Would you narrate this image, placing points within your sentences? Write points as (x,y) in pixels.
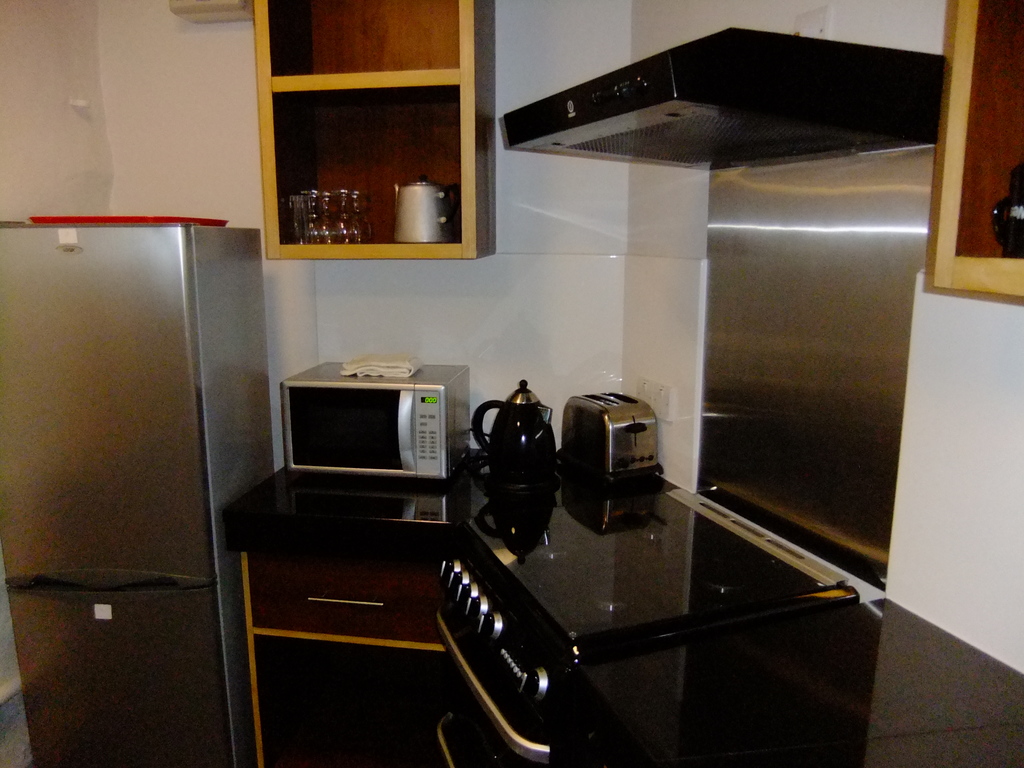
In this image we can see kettles (507,428), wall (541,324), refrigerator (72,625), glass objects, shelves (484,106) and other objects (600,615). On the right side (1009,43) top of the image (900,111) there is an object (935,64).
